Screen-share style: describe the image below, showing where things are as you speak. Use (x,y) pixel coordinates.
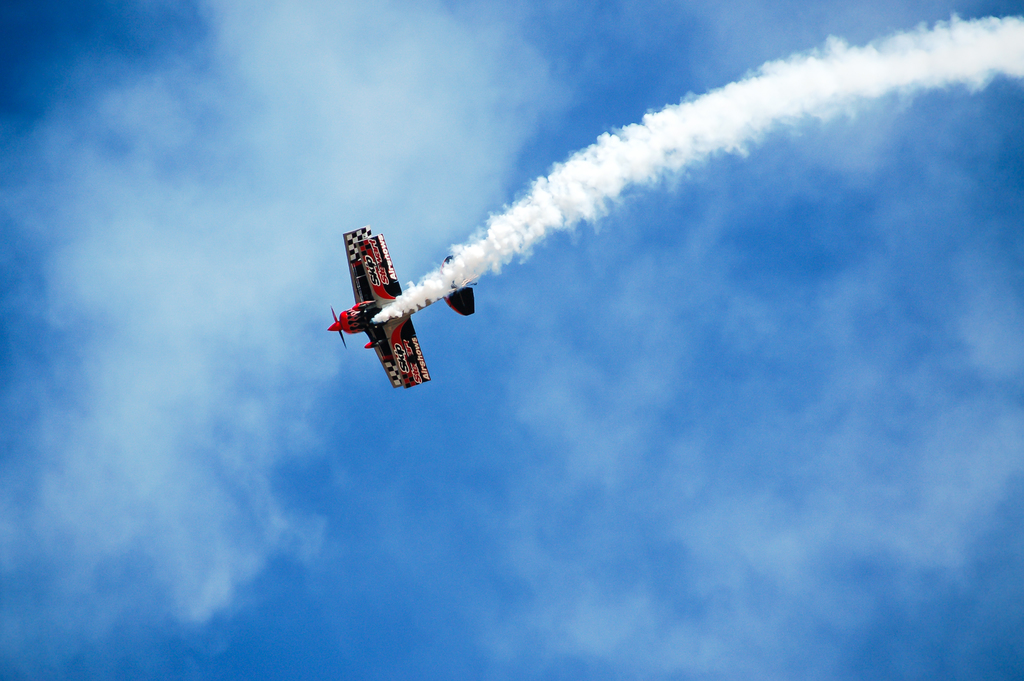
In the middle of the image (403,334) we can see a plane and air pollution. Behind the plane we can see some clouds (256,73) in the sky (139,121).
